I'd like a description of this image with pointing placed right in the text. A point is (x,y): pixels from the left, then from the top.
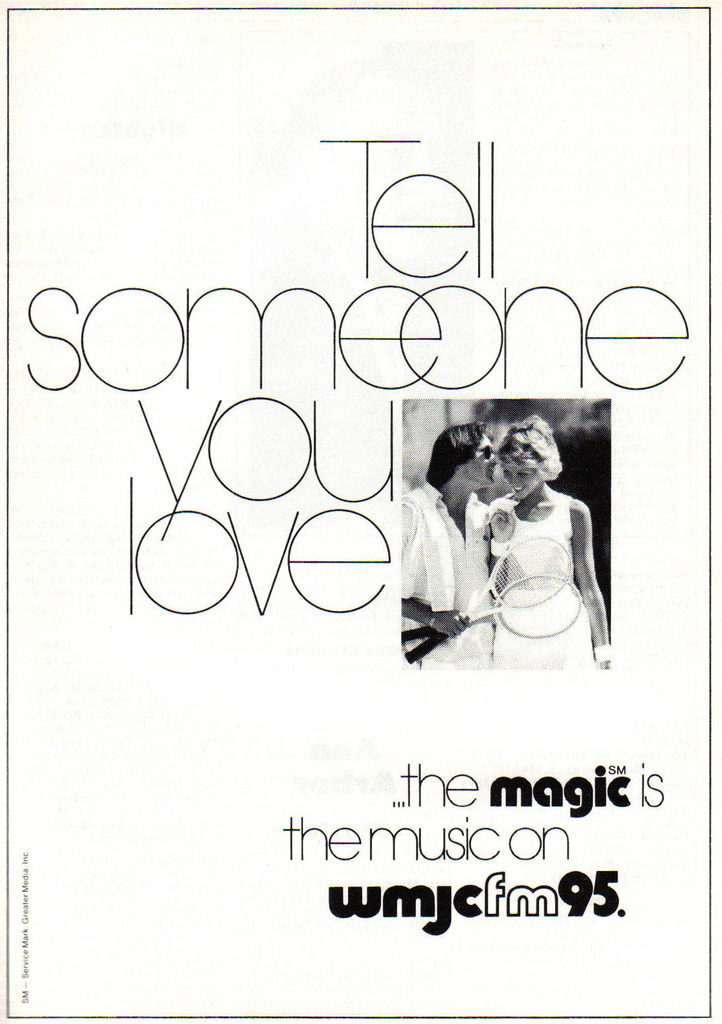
In this image this is a poster (241,804) having a two persons image (480,618) and text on it. In this man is holding two bats (522,623), woman (495,626) is standing beside to him.
